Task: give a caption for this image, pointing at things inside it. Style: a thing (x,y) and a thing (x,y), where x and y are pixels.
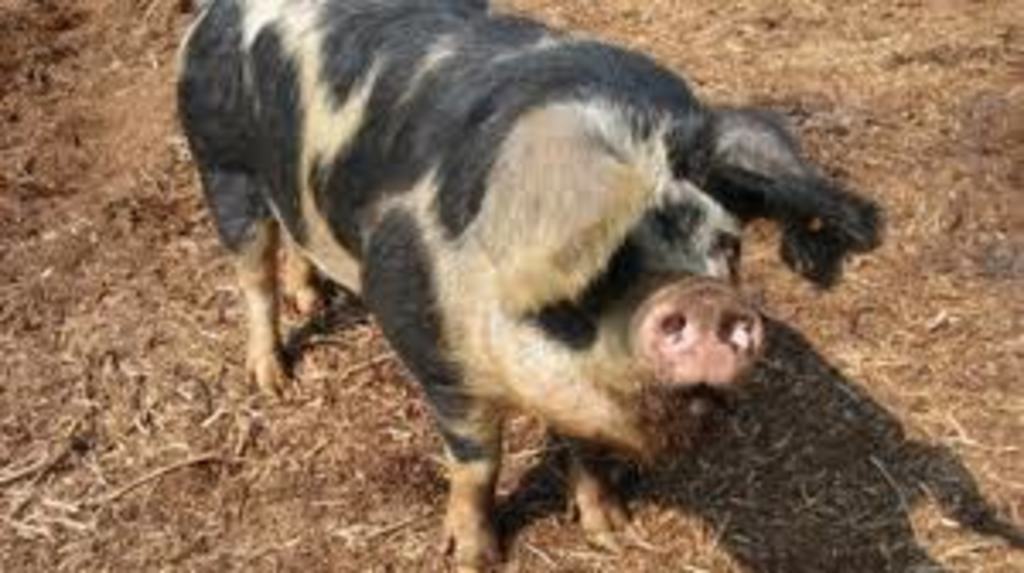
In this picture, we see an animal (523,214) which looks like a pig (564,216). It is in white and black color. At the bottom (217,389), we see the twigs (137,448) and soil (187,270).
